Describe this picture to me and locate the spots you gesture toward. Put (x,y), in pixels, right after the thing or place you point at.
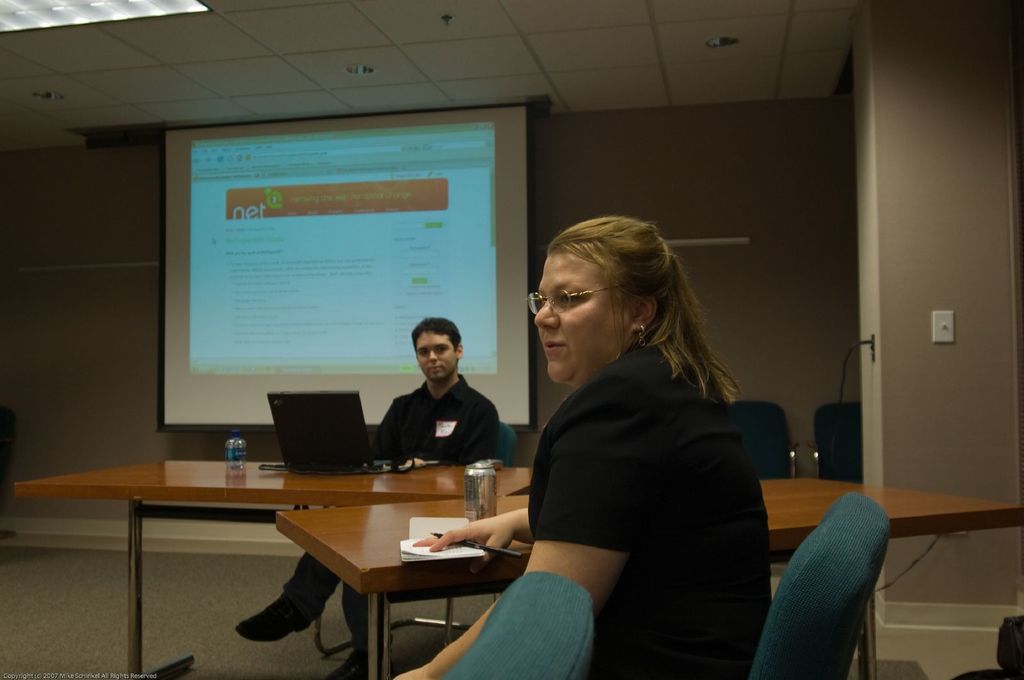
A lady (586,420) wearing a specs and holding a pen (466,542) and sitting on chair (775,621). Another person (465,423) is sitting. There are tables (355,482). On the table (427,567) there are laptops (328,457), bottles (240,469), papers (412,523) and a can (482,484). In the background (327,190) there is a screen (367,221), door (867,285), chairs (777,413), wall (757,279).
